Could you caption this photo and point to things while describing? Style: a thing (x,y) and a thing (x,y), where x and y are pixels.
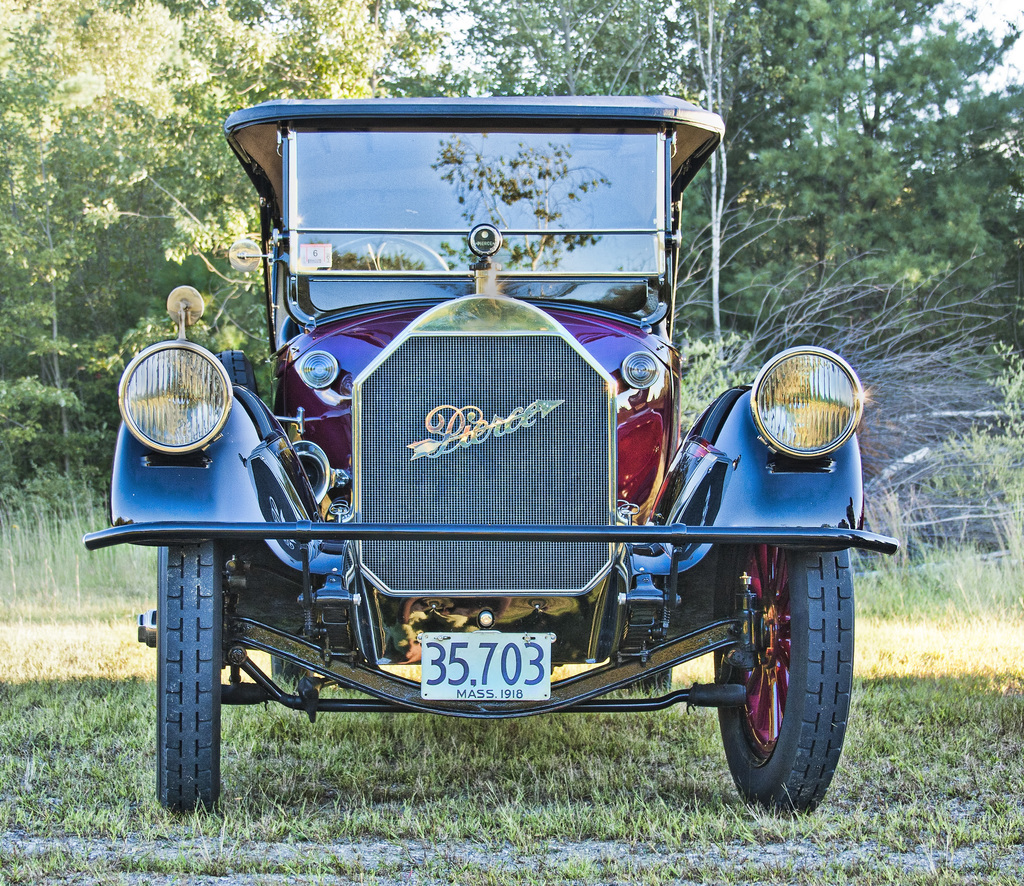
In this image in front (764,470) there is a car (416,376) on the surface (474,760) of the grass (587,743). In the background (145,182) there are trees (139,265).
